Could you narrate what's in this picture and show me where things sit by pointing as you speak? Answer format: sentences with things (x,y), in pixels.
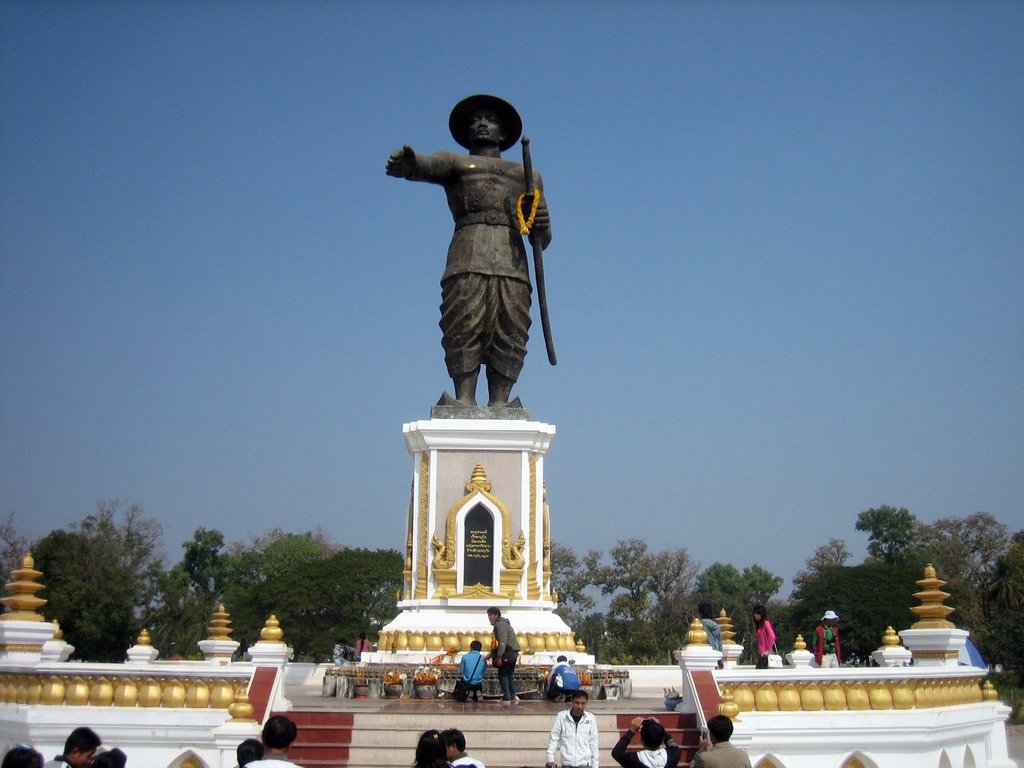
As we can see in the image there are few people (270,732) here and there, stairs (351,713), flowers (382,680), trees (309,586) and a statue (502,213). On the top (222,116) there is a sky (440,111).
